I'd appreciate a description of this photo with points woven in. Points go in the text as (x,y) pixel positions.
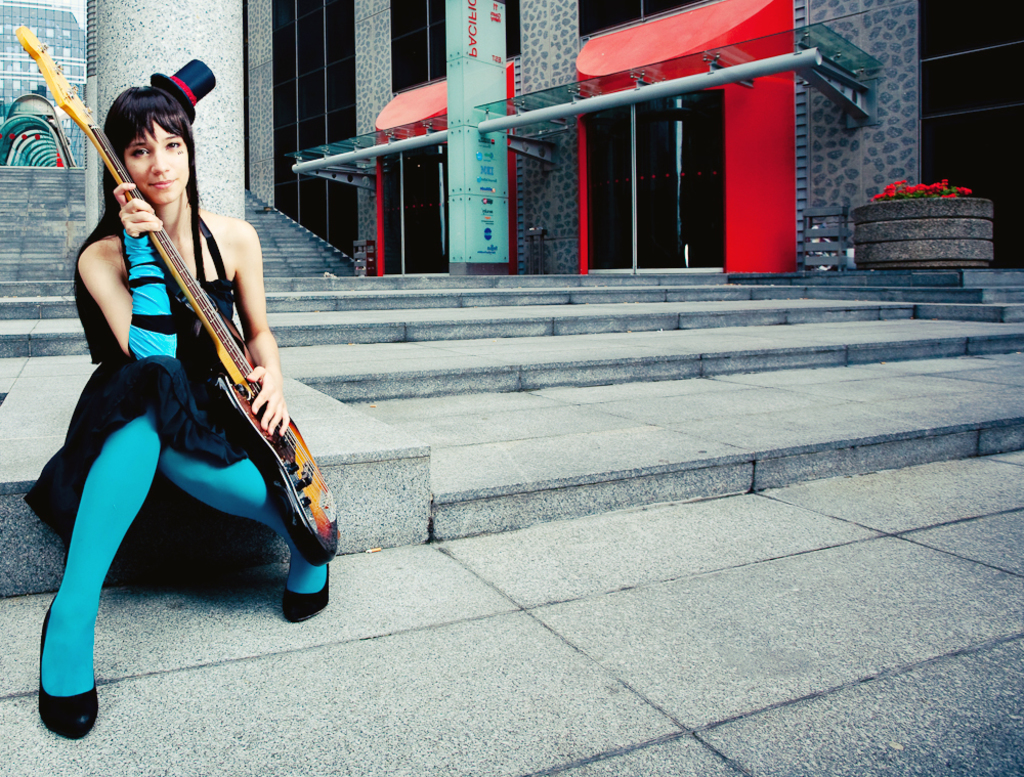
This picture shows a woman (115,463) seated and holding a guitar (31,55) in her hand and we see stairs (411,284).
